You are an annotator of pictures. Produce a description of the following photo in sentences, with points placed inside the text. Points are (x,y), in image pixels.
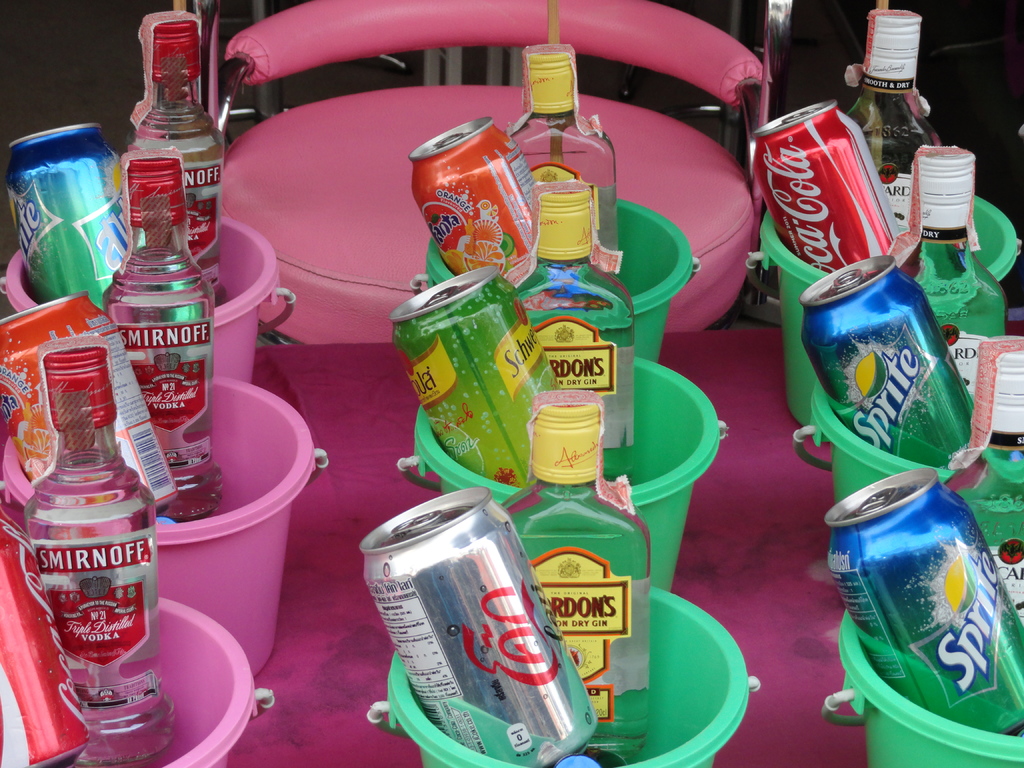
In the foreground of the picture (806,642) there is a table (365,479), on the table (758,700) there are buckets (273,464), in the buckets (808,420) there are vodka bottles (130,705) and soft drinks (458,396). In the background (340,173) there is a chair (650,123).
